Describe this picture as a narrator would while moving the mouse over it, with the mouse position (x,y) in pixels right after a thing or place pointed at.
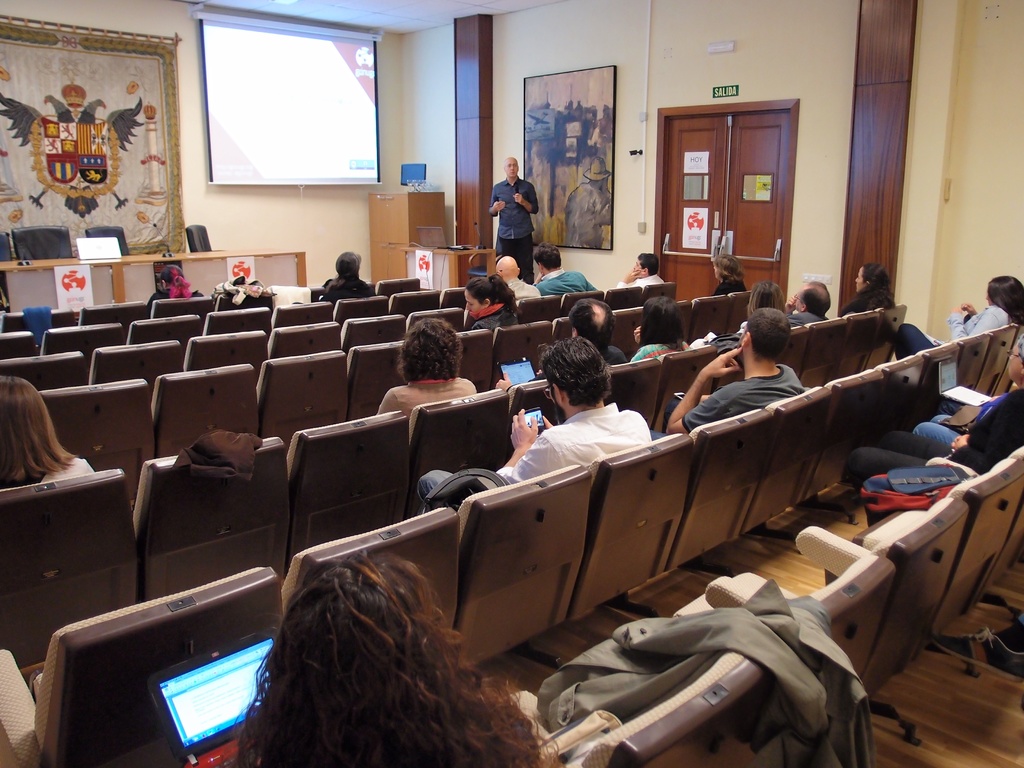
In this image there are chairs (375,351), there are persons (436,370) sitting on the chairs (414,532), there are person (547,379) holding objects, there is a laptop (225,675), there is a mobile phone (536,416), there are objects (918,506) on the chair (748,678), there is screen (275,88), there is a cloth (30,54), there is wall (293,212), there is desk (265,272), there is a board (79,271) on the desk (146,264), there is a microphone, there is a person (511,203) standing, there is a photo frame (549,176) on the wall (644,53), there is door (739,179), there are poster (700,163) on the door (715,175), there is board (733,89) on the wall (680,90), there is text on the board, there is a person (992,659) truncated towards the right of the image (959,442), there is a person (30,426) truncated towards the left of the image (36,433).
